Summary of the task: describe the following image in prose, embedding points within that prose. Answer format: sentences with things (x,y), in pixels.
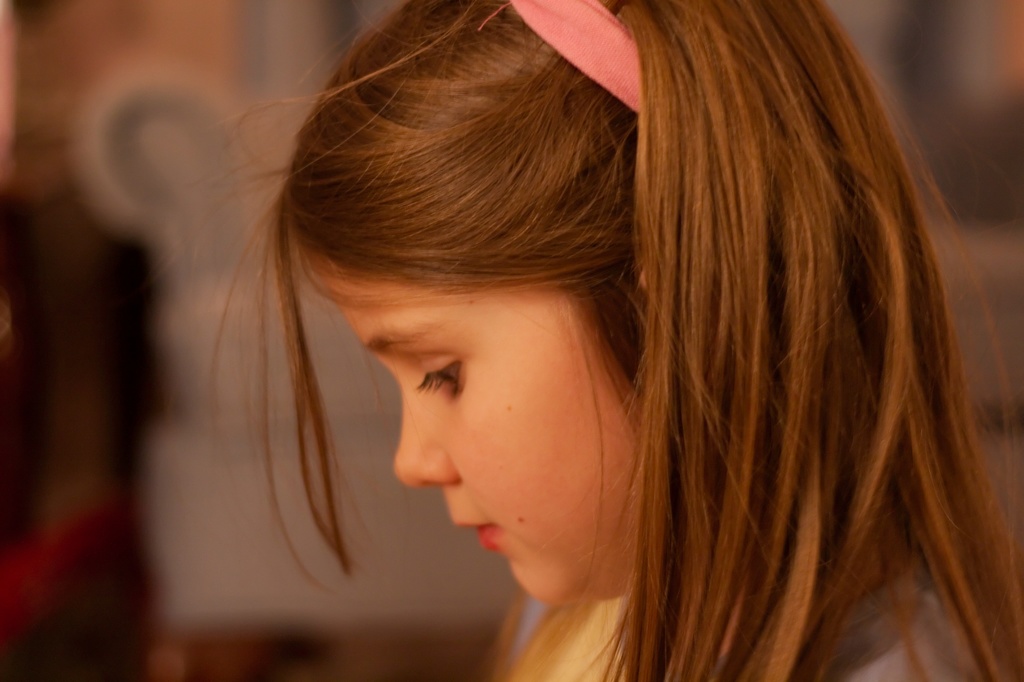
Here I can see a girl (530,271) facing towards the left side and looking at the downwards. The background (129,103) is blurred.
